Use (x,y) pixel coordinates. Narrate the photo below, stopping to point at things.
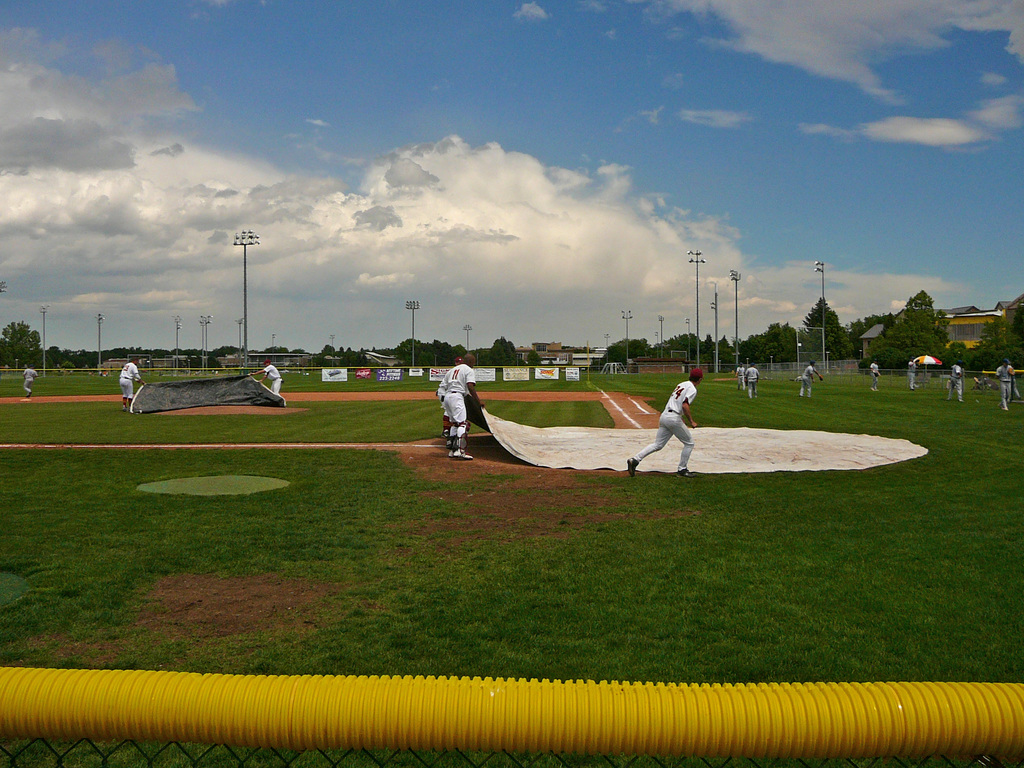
In the center of the image (668,409) we can see players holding field covers (562,431). On the right (697,383) and left side of the image (29,392) we can see players (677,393) on the ground (973,543). In the background (569,375) we can see an advertisements (556,374), lights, poles (99,341), trees (314,358), building (982,311), sky (698,197) and clouds (544,193). At the bottom of the image (614,747) we can see fencing (29,747) and pipe (618,730).
